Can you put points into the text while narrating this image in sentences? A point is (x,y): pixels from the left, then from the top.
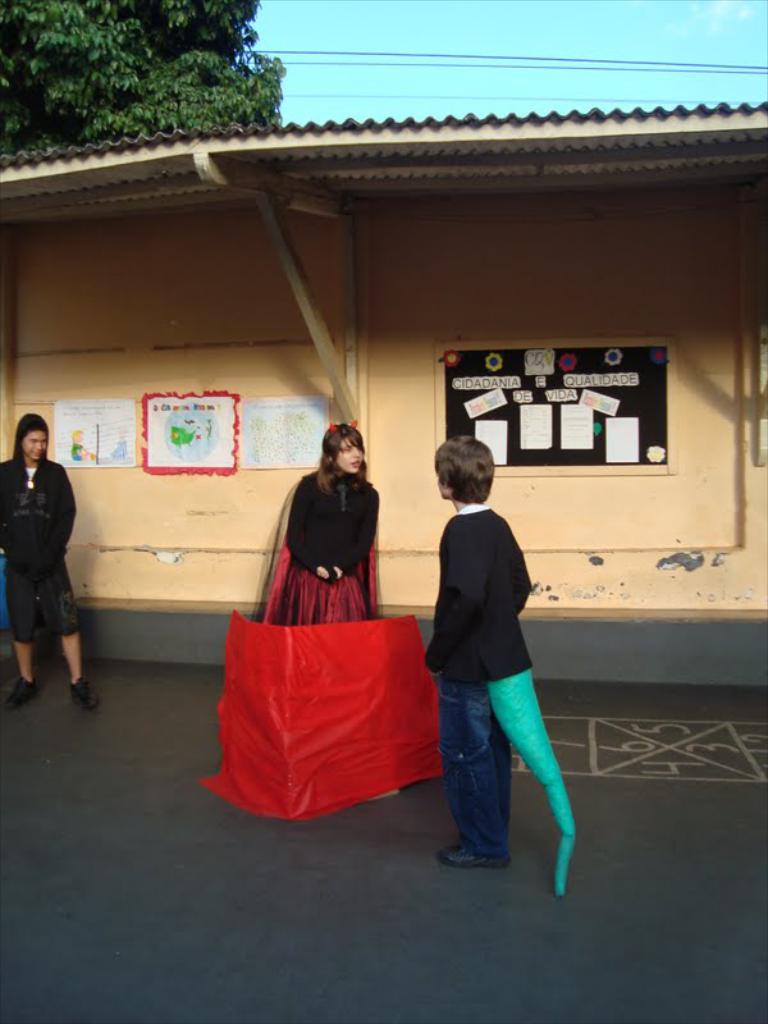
In this picture we can see three people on the road (416,966), here we can see a red color sheet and in the background (543,17) we can see a shelter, posters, trees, wires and the sky (597,23).
